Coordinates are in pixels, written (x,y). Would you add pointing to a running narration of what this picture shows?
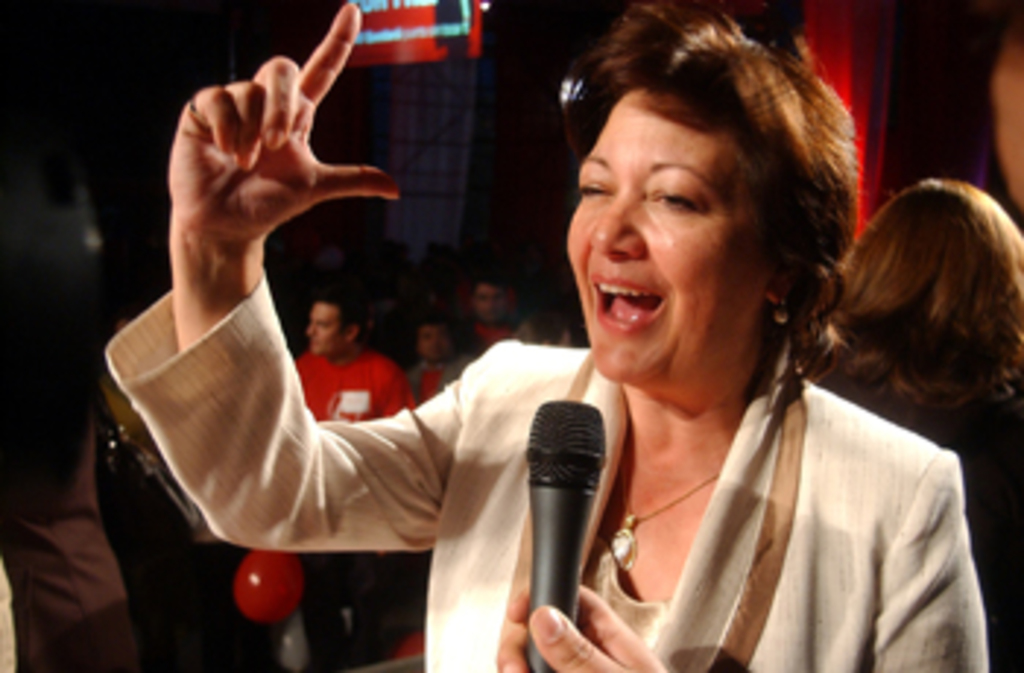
In this picture there is a woman (608,479) holding a mic (566,487). There are few people (342,324) at the background (328,315).
